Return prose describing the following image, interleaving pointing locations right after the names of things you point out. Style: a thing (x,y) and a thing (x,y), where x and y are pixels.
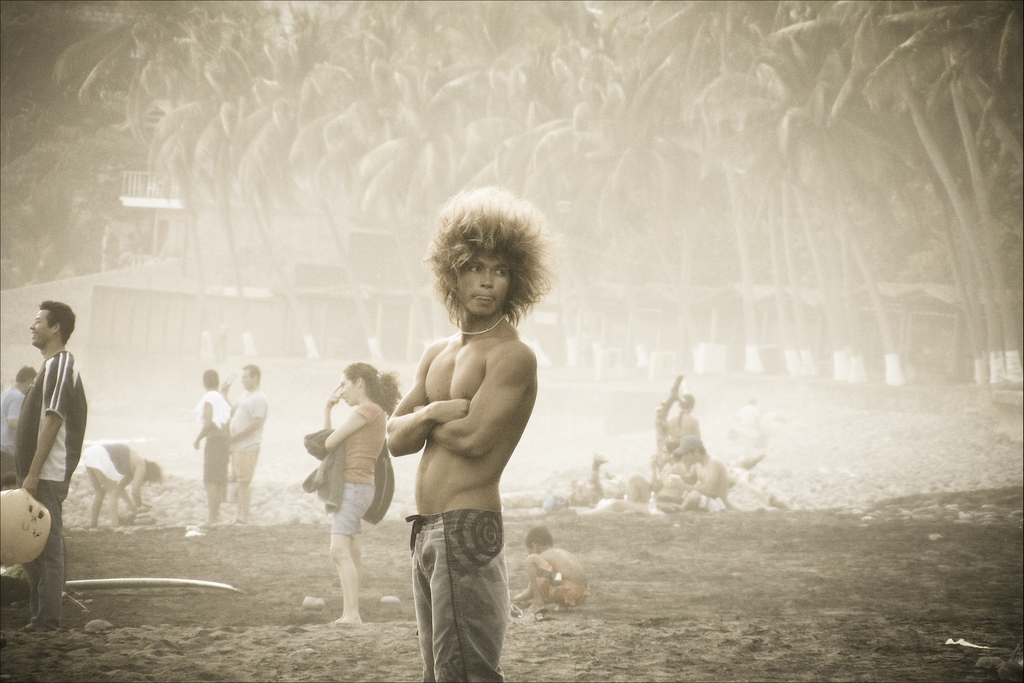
In this image we can see people (359,479). In the background (278,298) there are trees (848,288) and sheds (906,301).
